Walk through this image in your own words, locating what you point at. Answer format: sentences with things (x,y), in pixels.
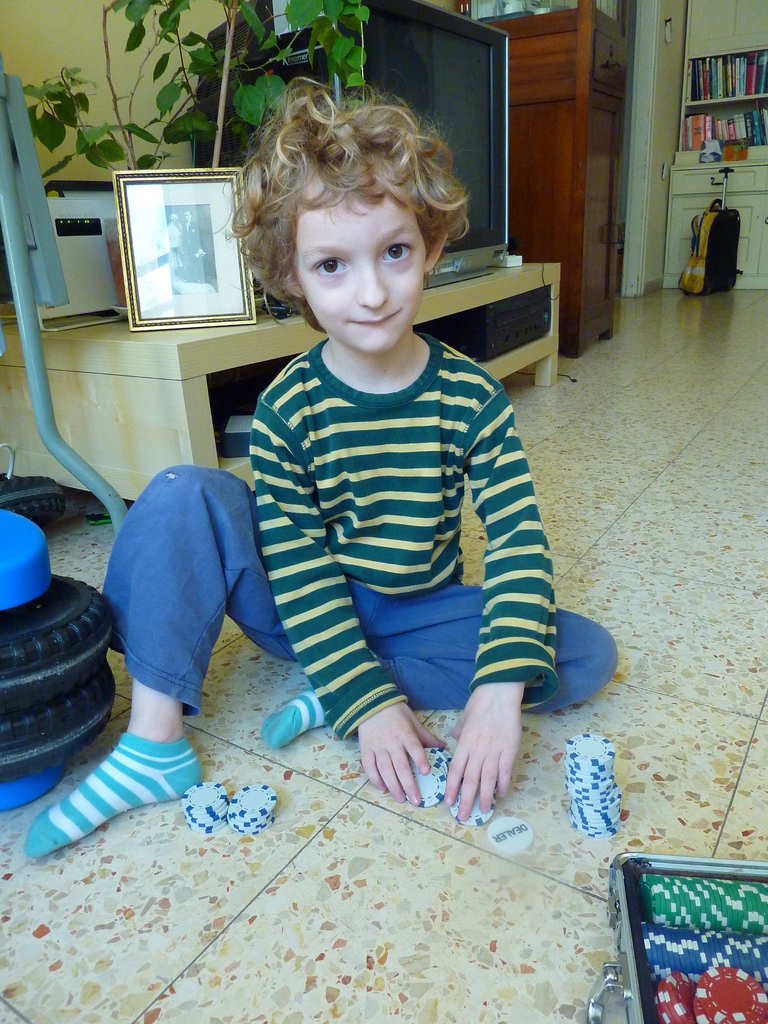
In this image we can see a child (347,579) wearing T-shirt (299,585) and socks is sitting on the floor (587,526). Here we can see coins (689,918), we can see photo frames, television (269,7) and flower pots (209,119) are placed on the table (151,428), we can see wooden cupboards (564,264), bag (701,230), books (738,135) kept on the shelf (706,139) and wooden drawers (677,168) in the background (760,204).
